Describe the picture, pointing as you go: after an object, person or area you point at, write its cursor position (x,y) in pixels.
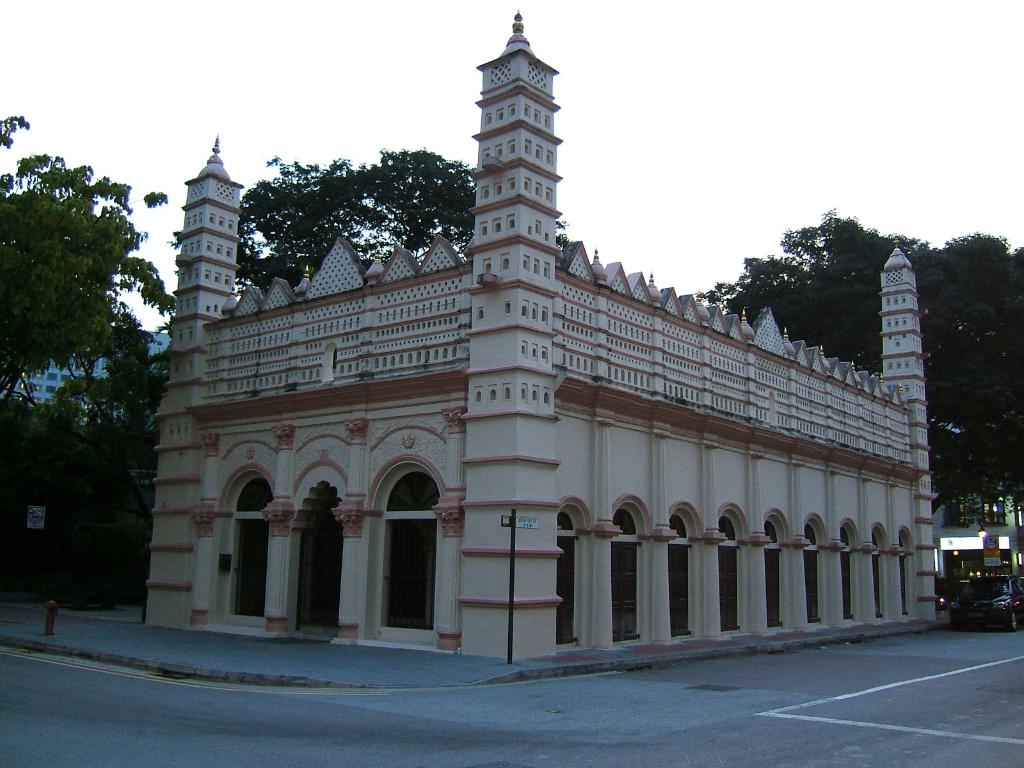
In this image we can see buildings (409,595), hydrant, trees (86,511), motor vehicle (991,583) on the road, sign boards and sky (865,165).
